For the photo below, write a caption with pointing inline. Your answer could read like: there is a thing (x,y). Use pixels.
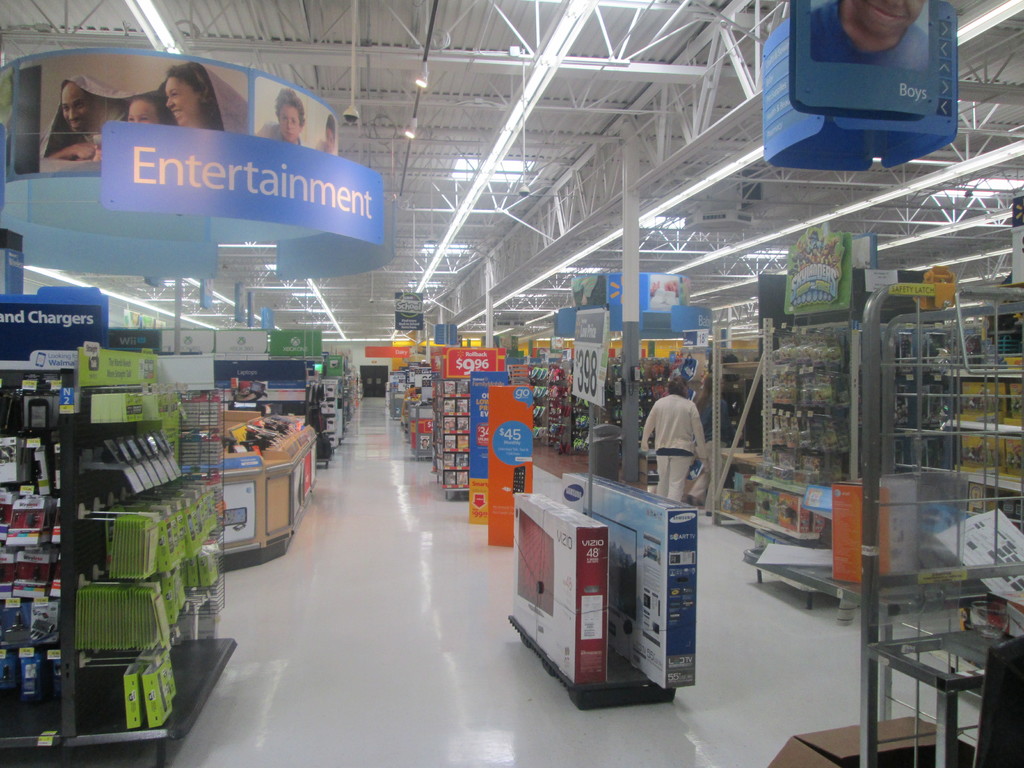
This image is taken inside a mall (483,261). There are objects (284,433) placed in racks (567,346). At the top of the image (451,50) there is ceiling (376,25) with lights (420,291). To the right side of the image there is a lady (674,390) standing. At the bottom of the image (417,709) there is floor (350,737).
